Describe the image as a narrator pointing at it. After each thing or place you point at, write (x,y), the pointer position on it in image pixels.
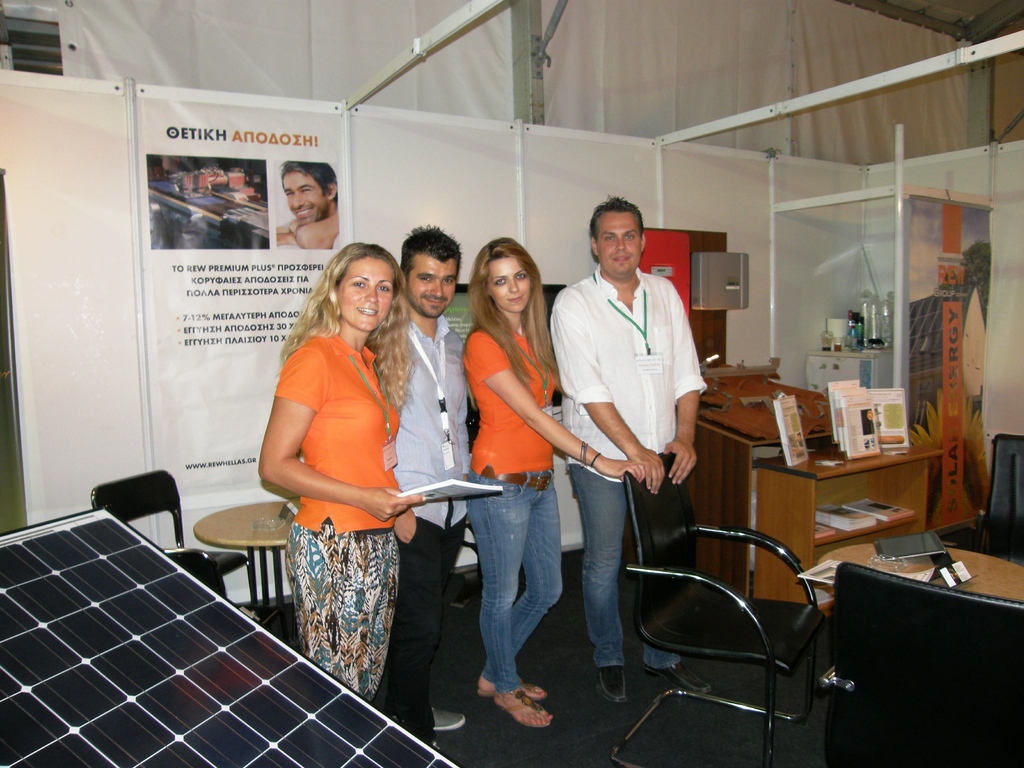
In the middle (682,276) I can see four persons (624,207) are standing on the floor (733,679), chairs (756,629), tables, some objects (228,659), books (877,508), photo frames (884,443) and a laptop (884,556). In the background (838,235) I can see boards (424,137), posters (222,196), wall (742,222), metal rods (291,109), window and a rooftop (964,35). This image is taken may be in a hall (800,26).
